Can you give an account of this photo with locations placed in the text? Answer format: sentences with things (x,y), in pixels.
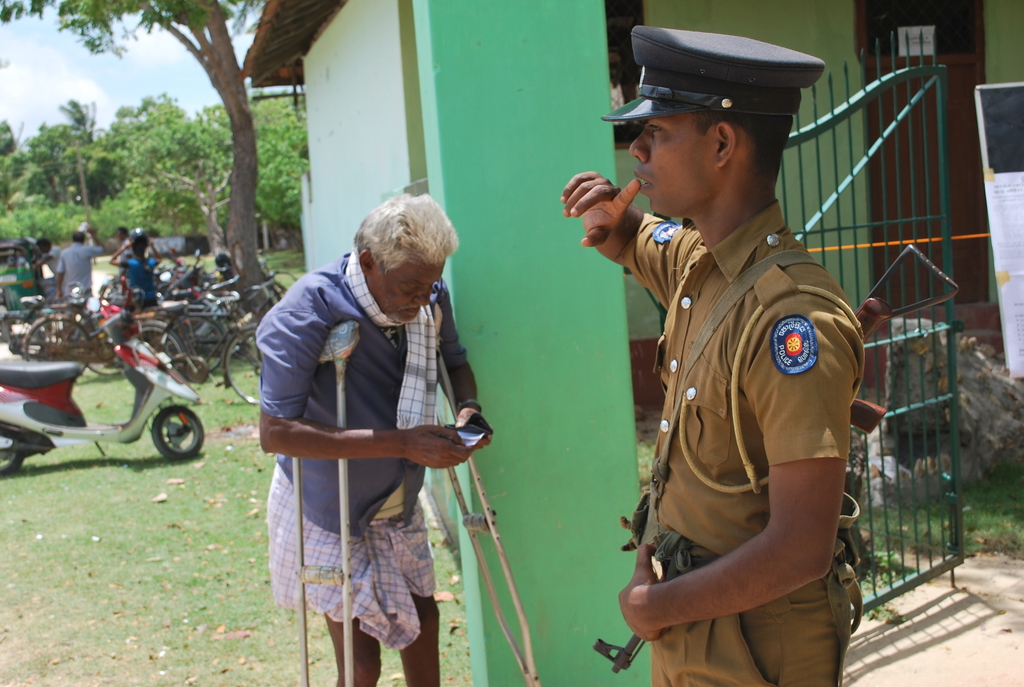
In this image we can see trees (160,160), grass (108,375). And we can see a few people (76,261) near the vehicles (102,287). And we can see one old man (402,404). And we can see one person (706,280) in uniform (701,270) near the gate (860,160). And we can see the door (880,32) and the wall (476,176).
